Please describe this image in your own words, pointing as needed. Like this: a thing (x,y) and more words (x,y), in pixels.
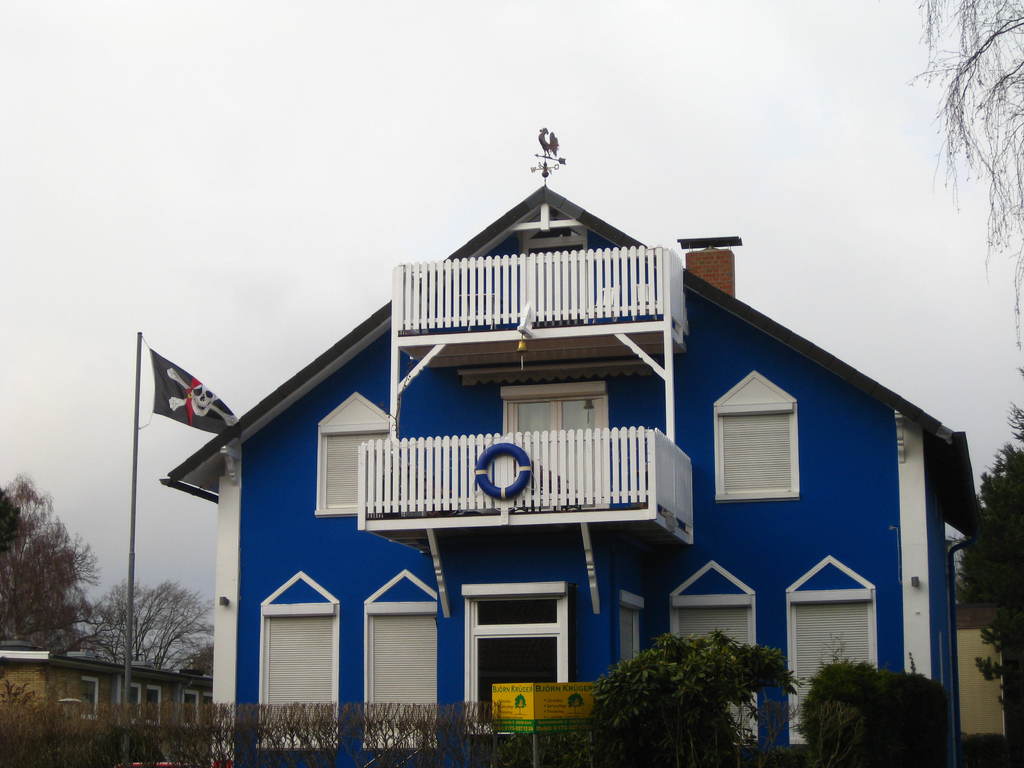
In this image, we can see buildings (332,557), trees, railings (495,450), a flag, plants (368,733) and there is a board (551,708). At the top (227,77), there is sky (227,77).
